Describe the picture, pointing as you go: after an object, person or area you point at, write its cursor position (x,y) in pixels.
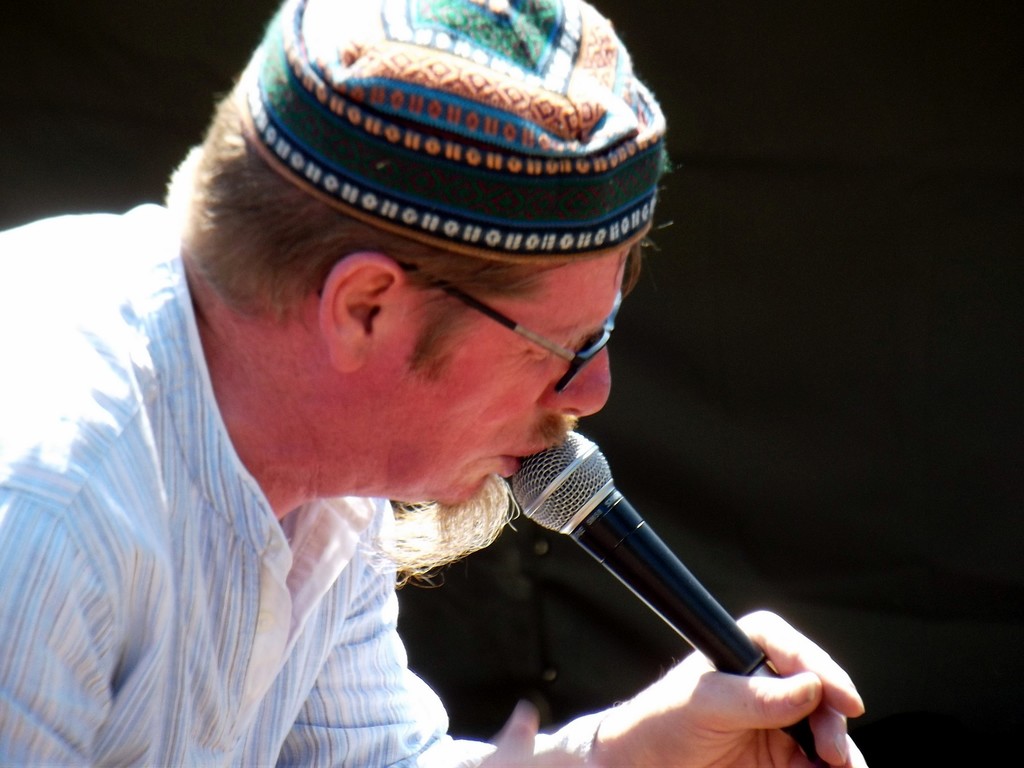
In this image, we can see a man (244,710), he is wearing specs (512,327) and a hat (549,246), he is holding a black color microphone (542,481) and there is a black color background (792,544).
